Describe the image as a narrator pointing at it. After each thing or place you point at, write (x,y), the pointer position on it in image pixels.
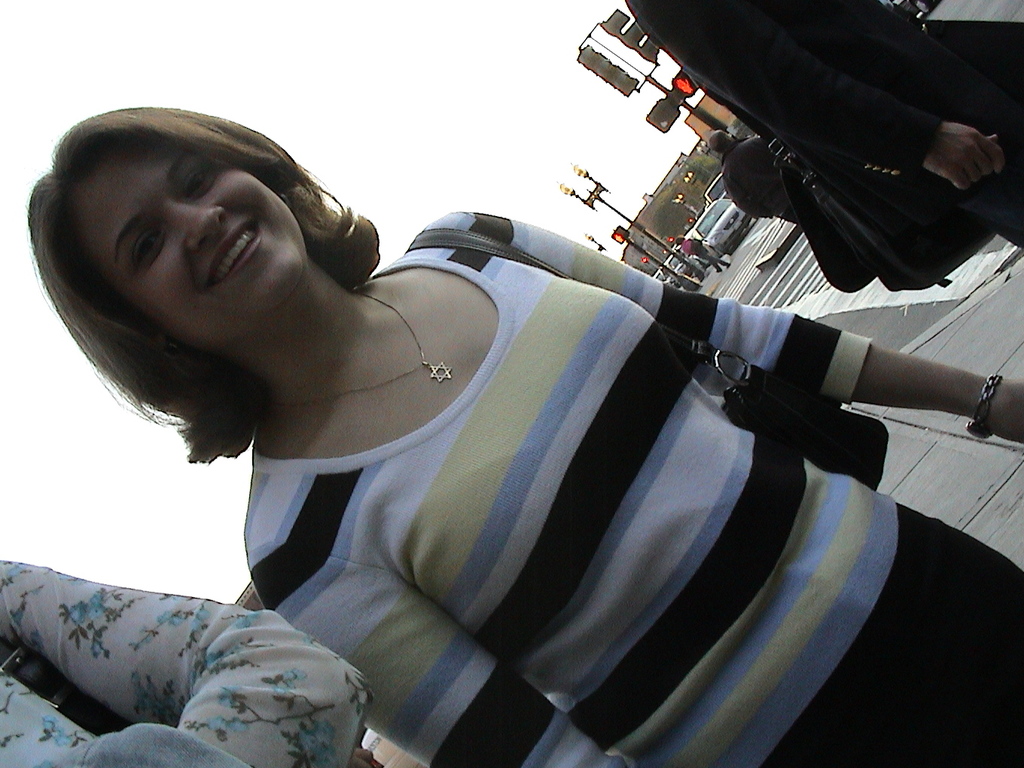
This picture describes about group of people (293,376), in the middle of the image (495,359) we can see a woman (397,465), she is smiling, behind to her we can find few traffic lights (646,261), poles (669,253), vehicles (718,213), buildings (657,247) and trees (672,213).
